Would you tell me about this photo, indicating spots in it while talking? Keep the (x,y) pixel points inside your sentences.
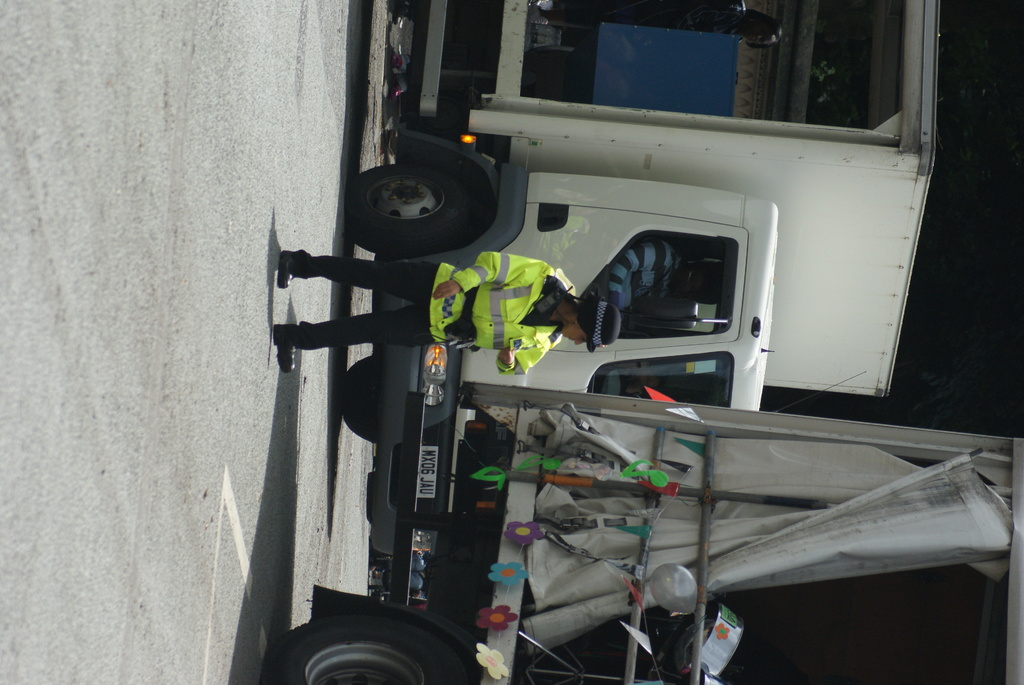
There are vehicles (470,415) and a person (350,258) on the road (92,660). Here we can see a balloon (684,592) and a cloth (844,512).
